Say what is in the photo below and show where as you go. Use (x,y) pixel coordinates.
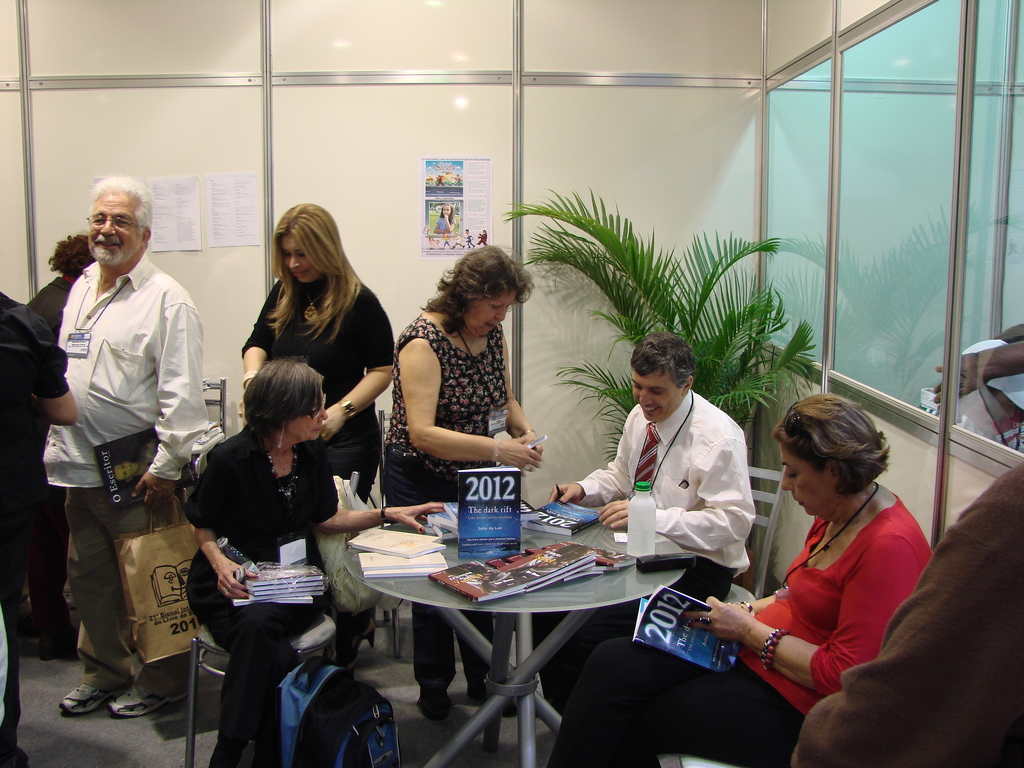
This is a picture taken in a room (333,504), there are a group of people (845,573) sitting on a chair (763,500) and some are standing on the floor (86,740). The man (120,385) in white shirt (138,374) holding a bag (168,554) and a book (132,484). background of this people (392,433) is a wall (359,173) on the wall (324,179) there are the papers (424,211).
